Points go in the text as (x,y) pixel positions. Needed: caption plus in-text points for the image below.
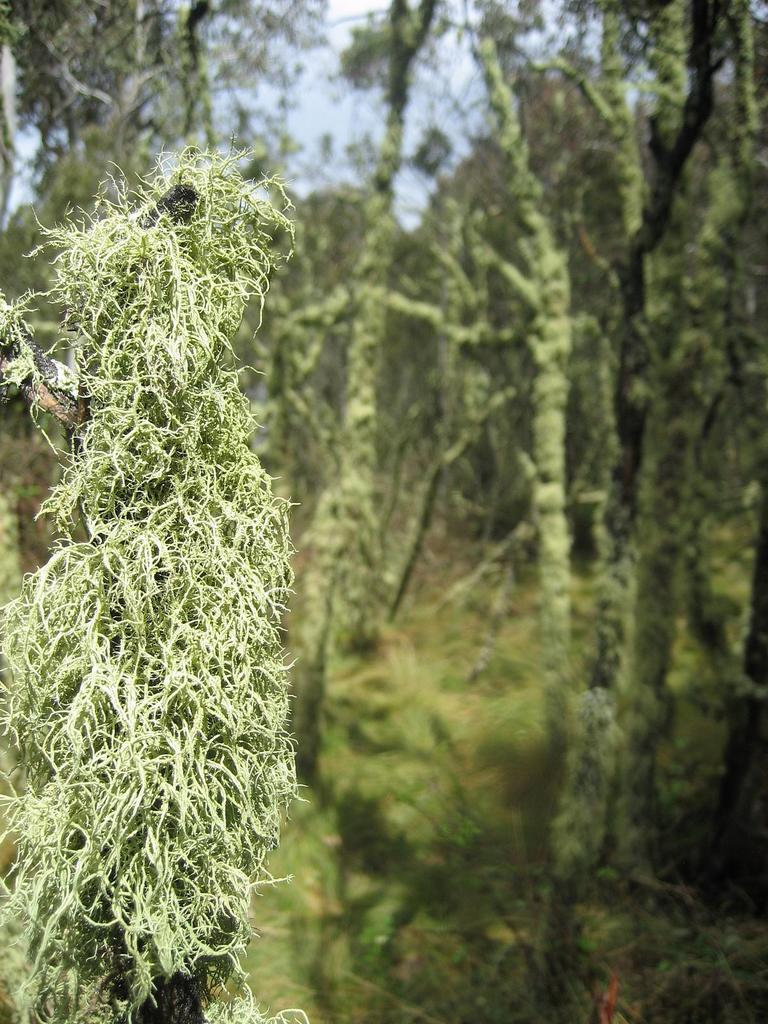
In this image I can see few trees (183,635) which are green in color. In the background (376,147) I can see the sky (253,90).
